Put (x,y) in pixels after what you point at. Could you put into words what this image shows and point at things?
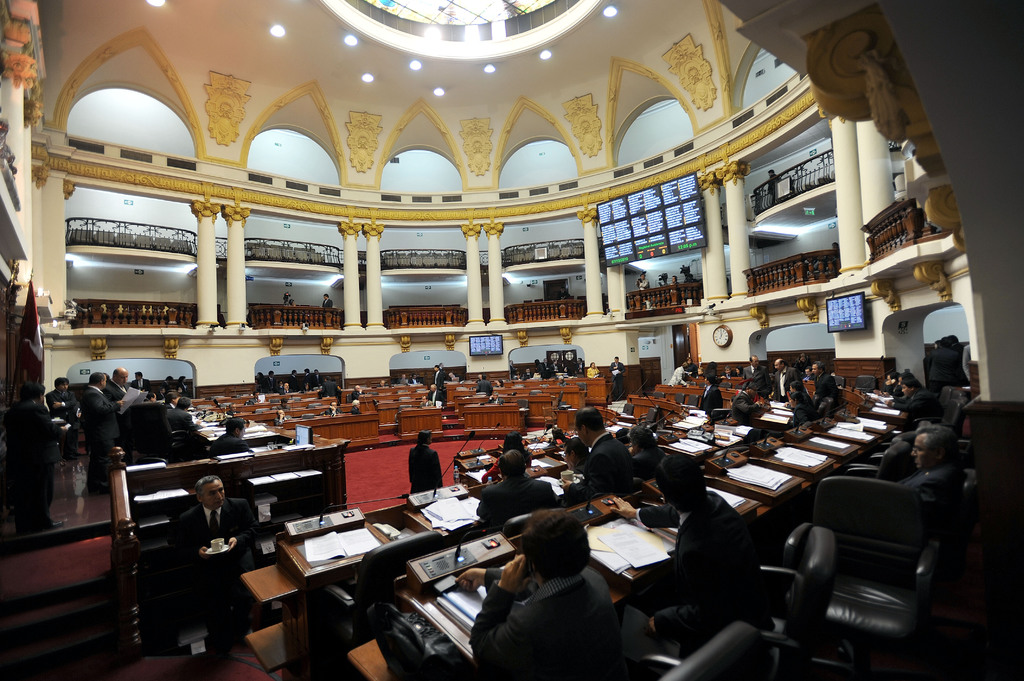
In this image I can see group of people (490,619) sitting and I can also see few microphones (456,545), papers (374,544) on the table (475,495). In the background (491,346) I can see few screens (472,352) attached to the wall (437,348) and I can also see few pillars (234,254) and the wall (179,276) is in cream color.
